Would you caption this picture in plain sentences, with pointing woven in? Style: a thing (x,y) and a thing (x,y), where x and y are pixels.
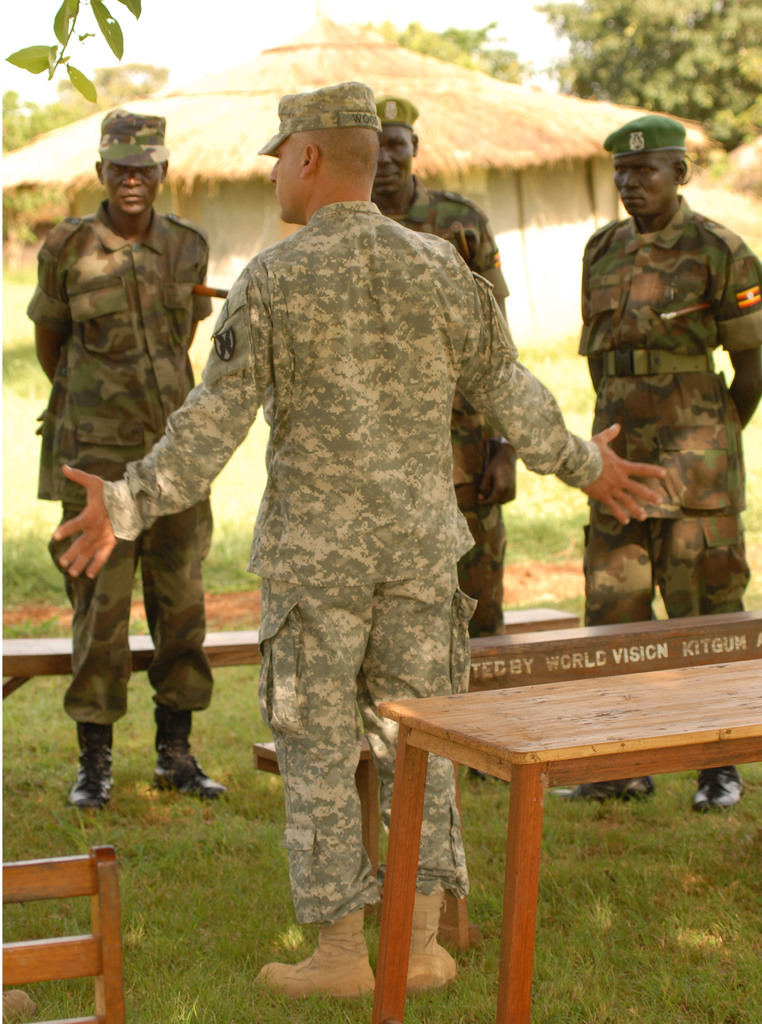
In this image, In the right side (643,723) there is a table (472,751) which is in yellow color, There are some people (471,574) standing and in the left side (9,955) there is a chair (46,958) which is in brown color, In the background (328,72) there is a yellow color hut (403,91) and there are some green color trees (647,52).
